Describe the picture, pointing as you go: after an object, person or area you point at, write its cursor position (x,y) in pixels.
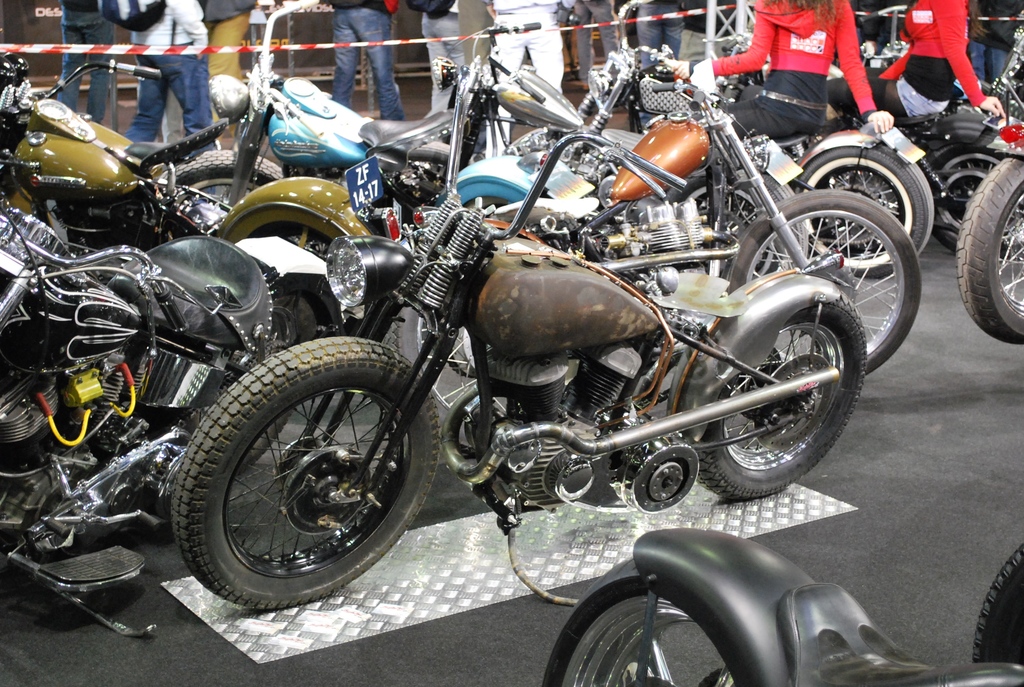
This picture is clicked inside and we can see the group of bikes (427,189) parked on the floor (385,580) and we can see the two persons (869,92) sitting on the bikes (930,120). In the background (367,18) we can see the group of people (340,18) and we can see the rope (238,48) and some other items (34,21).
